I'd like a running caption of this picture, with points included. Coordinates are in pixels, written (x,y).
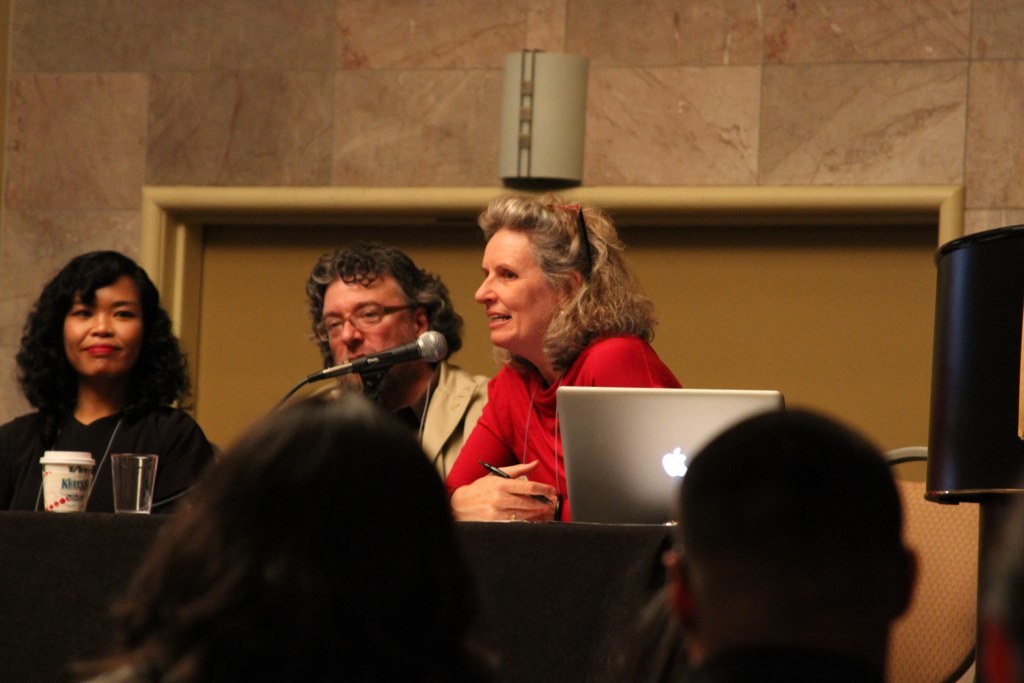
In this image in the center (537,383) there are three persons (588,383) sitting and one person (537,318) is talking. In front of her there is a mike (397,356). At the bottom (90,568) there is a table (611,528), on the table (54,592) there is a laptop (598,419) and some glasses (86,490) and at the bottom (372,538) there are two persons (754,539). And in the background (630,106) there is a wallboard (832,270) and some other objects (939,378).
